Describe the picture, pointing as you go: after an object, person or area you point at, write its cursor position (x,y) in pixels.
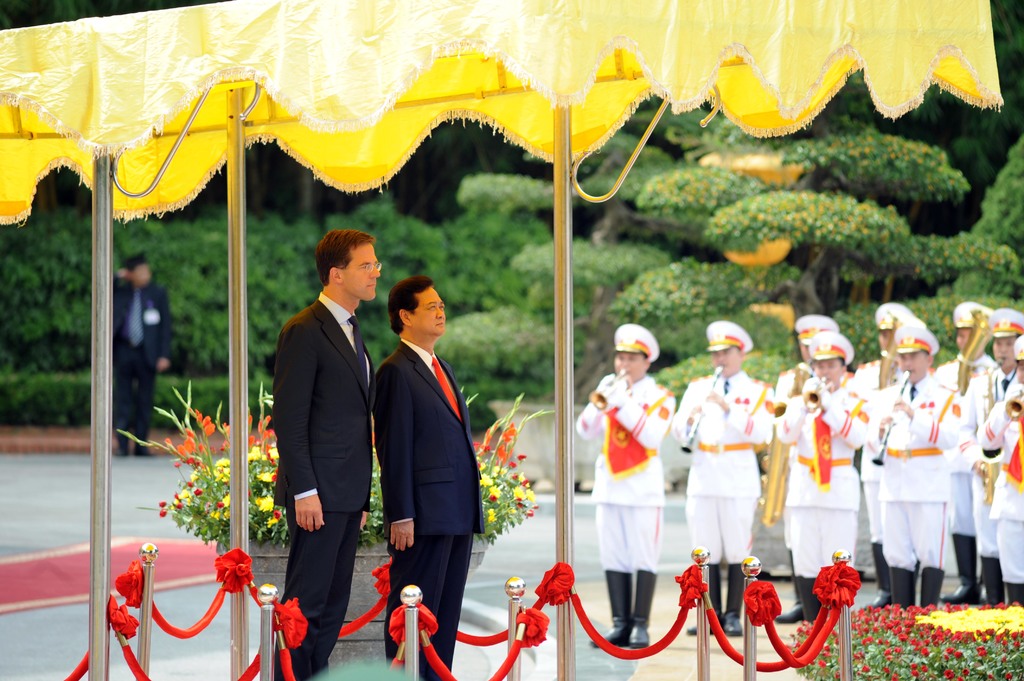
In this picture we can see two men (358,460) standing. There are a few rods (91,632), red objects (726,639) on these rods (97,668) and a flower pot (260,557) at the back of these two men (300,438). We can see some flowers (1004,663) in the bottom right (979,619). There are a few people (1019,425) playing musical instruments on the right side (979,589). We can see a person (145,449) standing on the path (155,465) at the back (133,303). There is a red carpet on the floor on the left side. We can see a few plants (887,167), trees (752,180) and other objects (777,176) in the background (548,353).
